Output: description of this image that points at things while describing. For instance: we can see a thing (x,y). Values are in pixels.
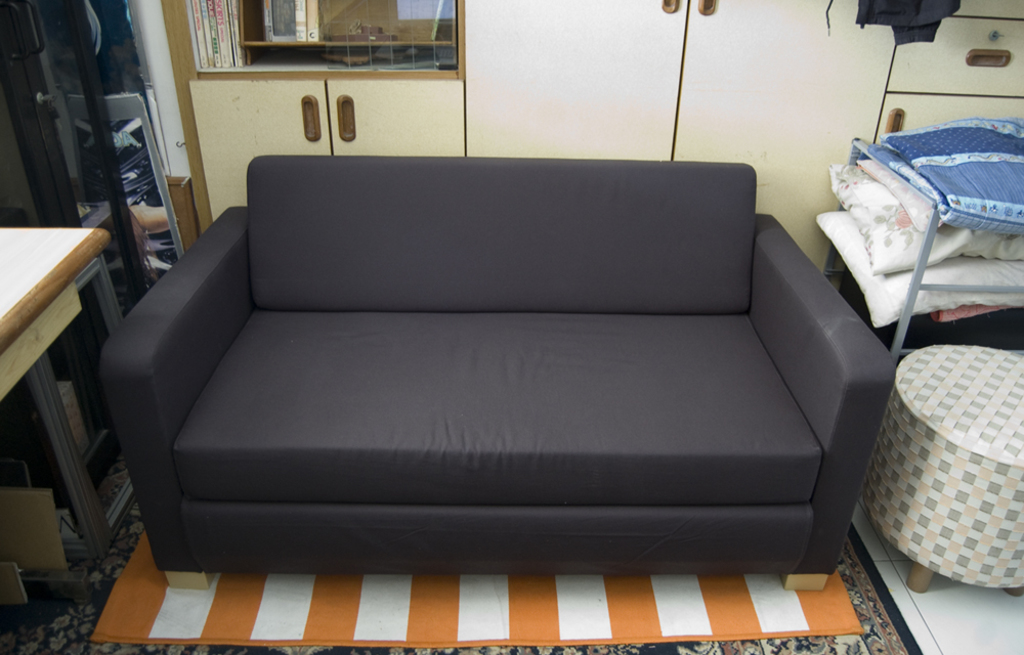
In this picture we can see a sofa (686,444). This is floor (984,628). And there is a table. These are the pillows (940,252). On the background (678,141) we can see a cupboard (639,113).
